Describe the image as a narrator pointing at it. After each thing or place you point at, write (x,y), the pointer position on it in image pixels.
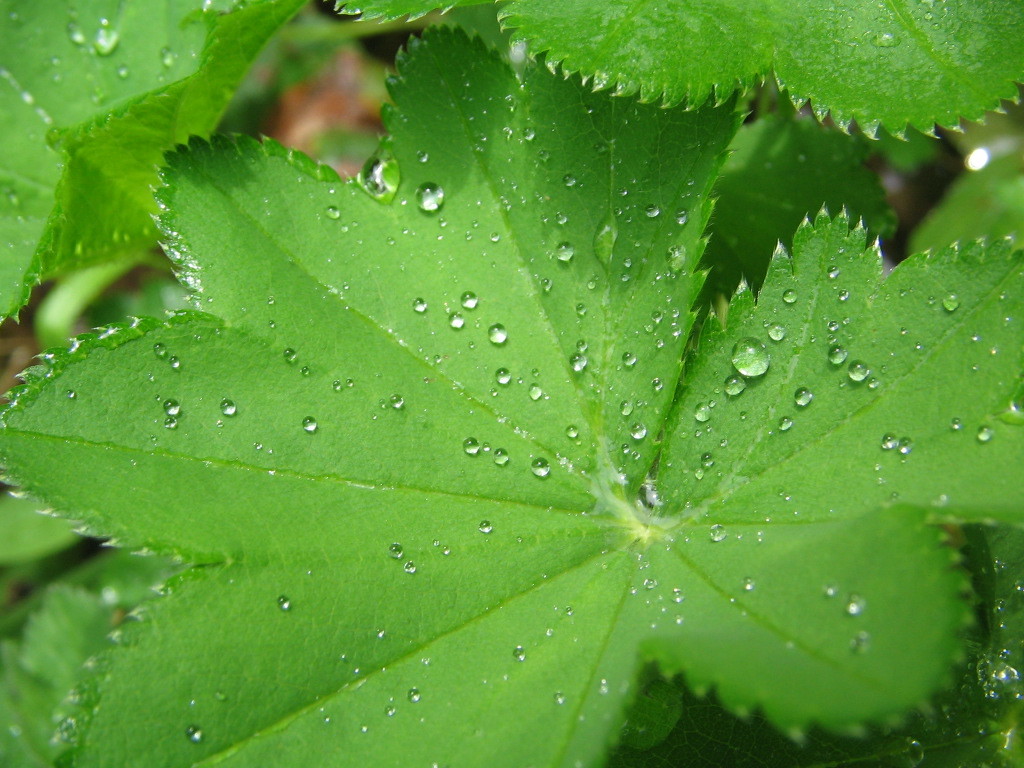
In this image we can see there are leaves (510,473). On the leaves (319,418) there are some water drops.
